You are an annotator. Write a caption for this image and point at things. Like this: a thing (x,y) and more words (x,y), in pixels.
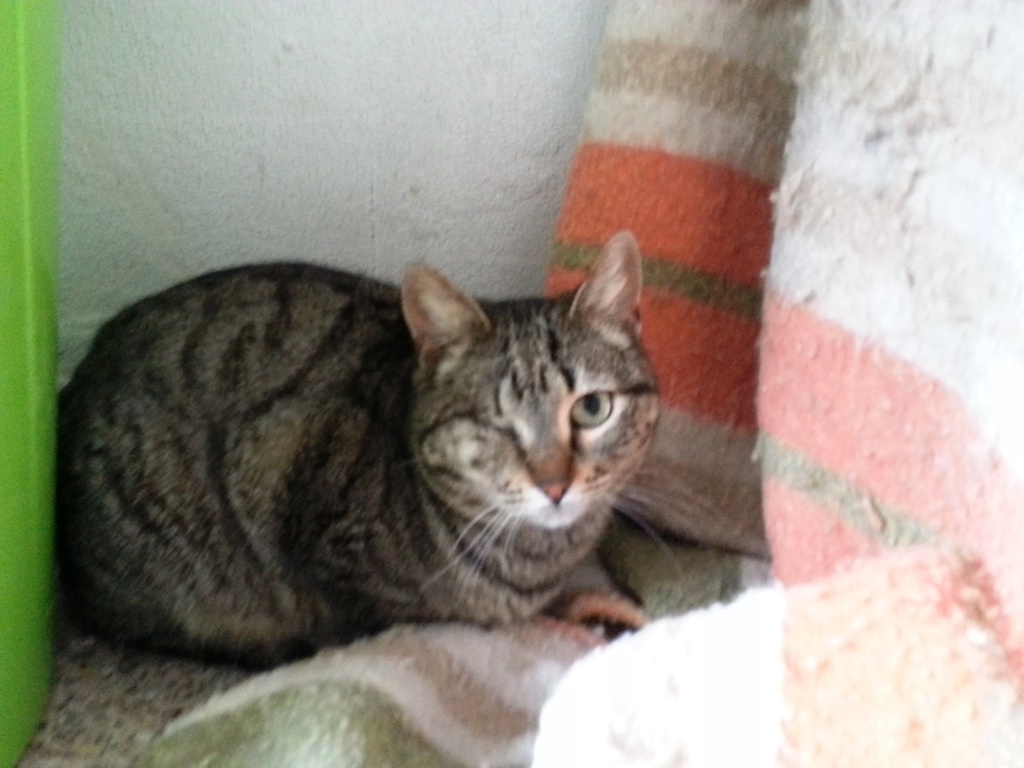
In this picture there is a cat (566,386) in the center of the image (581,421), there is only one eye (582,404) on it's face (558,420), there is a blanket (823,352) on the right side of the image (720,374) and there is a green color basket (25,429) on the left side of the image (4,261).
